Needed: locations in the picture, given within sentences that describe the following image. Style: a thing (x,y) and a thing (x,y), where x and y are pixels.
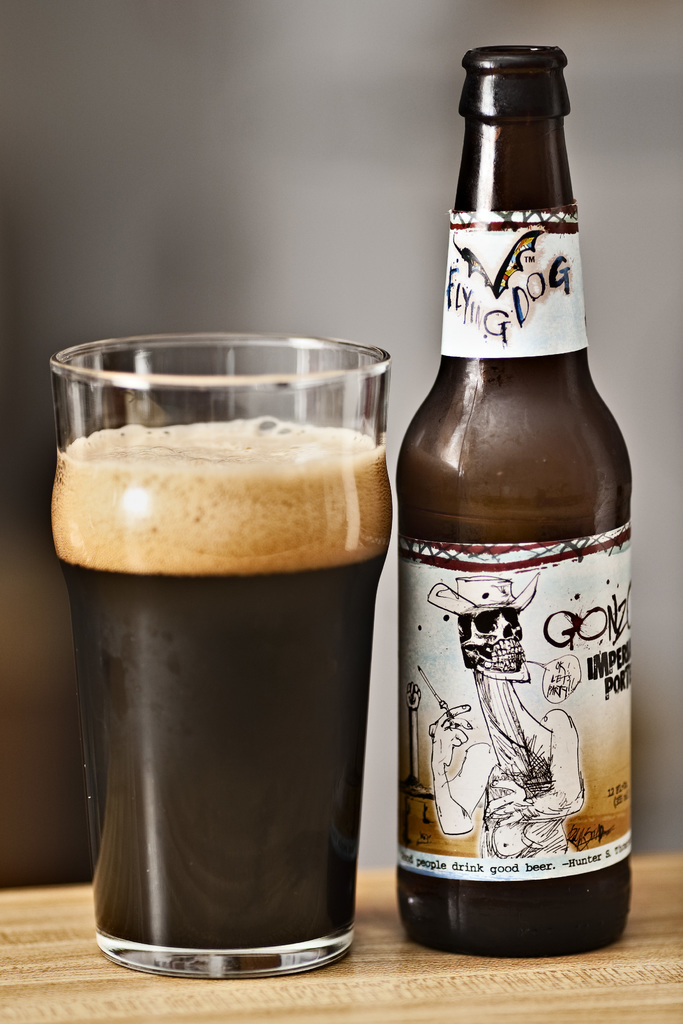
In this picture, this is a wooden table (406,989) on top of the table (380,937) there are glass (231,570) and a bottle (463,582). Background of this bottle (471,547) is in blur.
